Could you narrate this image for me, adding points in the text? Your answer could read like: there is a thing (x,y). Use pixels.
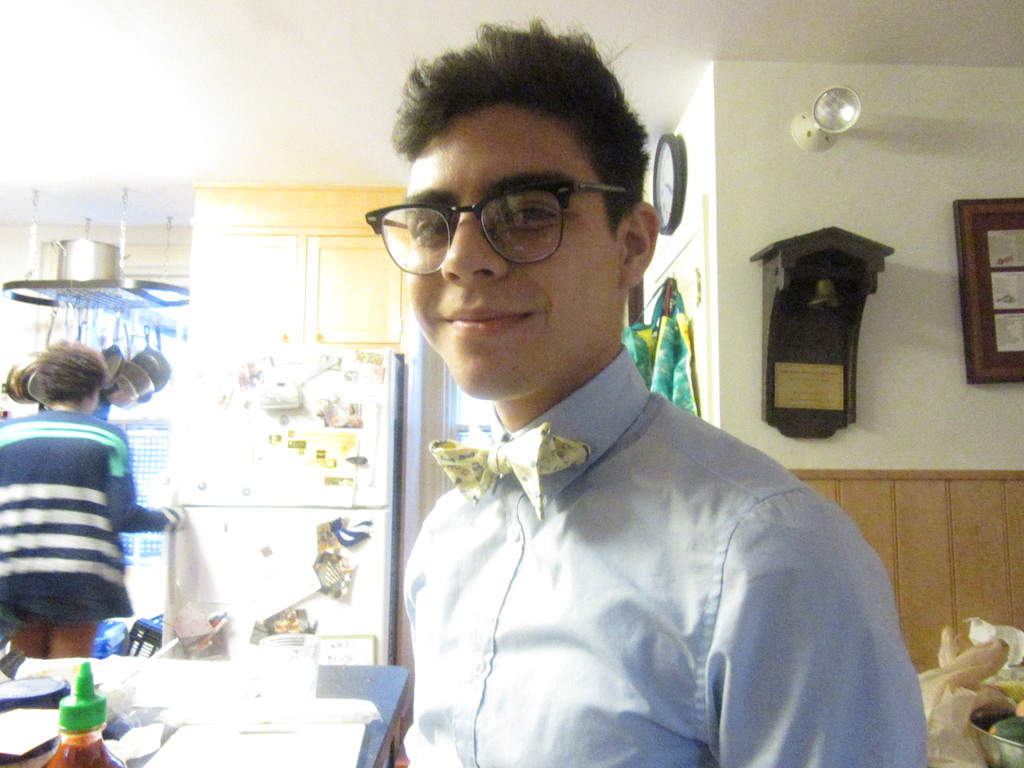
there is a person (614,427) standing and laughing in front of a table (297,747).
